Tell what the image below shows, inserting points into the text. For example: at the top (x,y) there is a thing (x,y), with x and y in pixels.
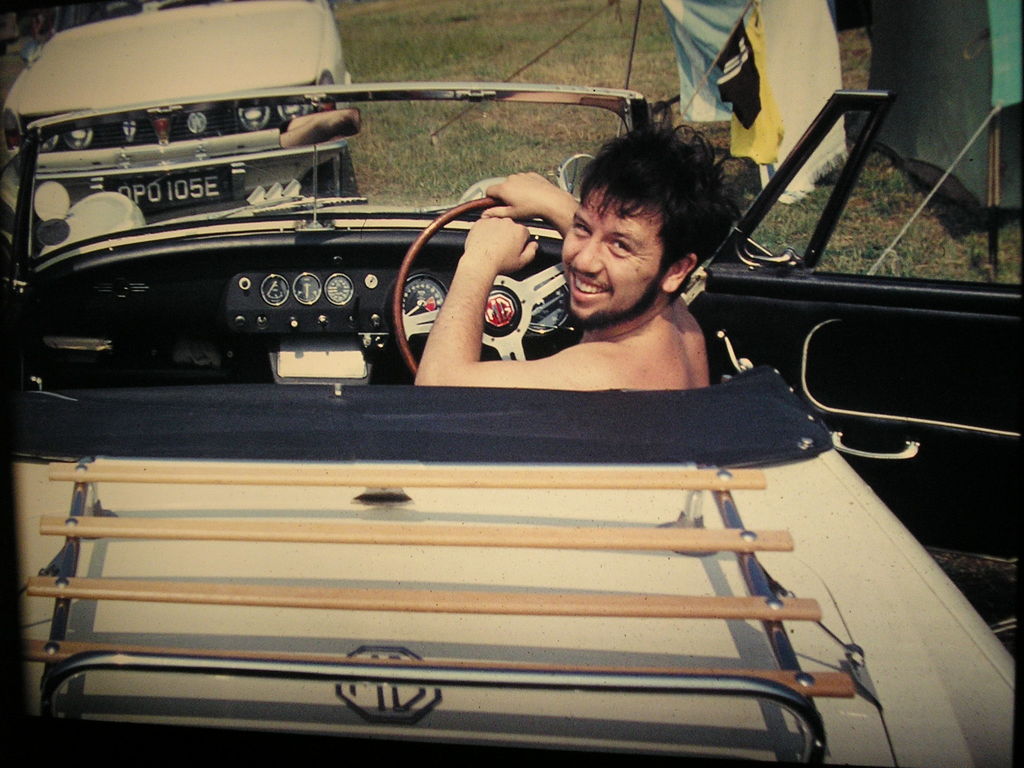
In this picture we can see man (654,174) sitting on car (575,399) and smiling holding steering (474,200) with his hand (524,179) and in front of this car (250,296) we can see other car (281,67) and grass (610,52).
